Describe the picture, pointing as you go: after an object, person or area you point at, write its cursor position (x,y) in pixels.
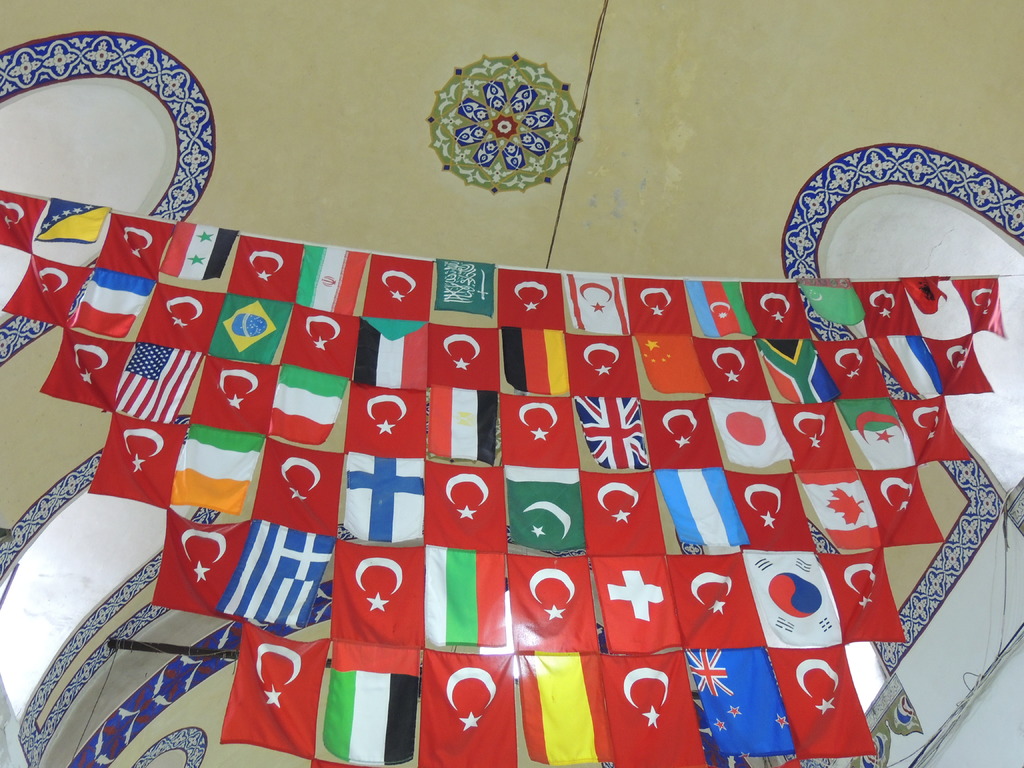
These are the kind of flags (884,341), which are hanging to the rope (962,277). I think this is the wall painting (98,637) on the walls (815,174).
